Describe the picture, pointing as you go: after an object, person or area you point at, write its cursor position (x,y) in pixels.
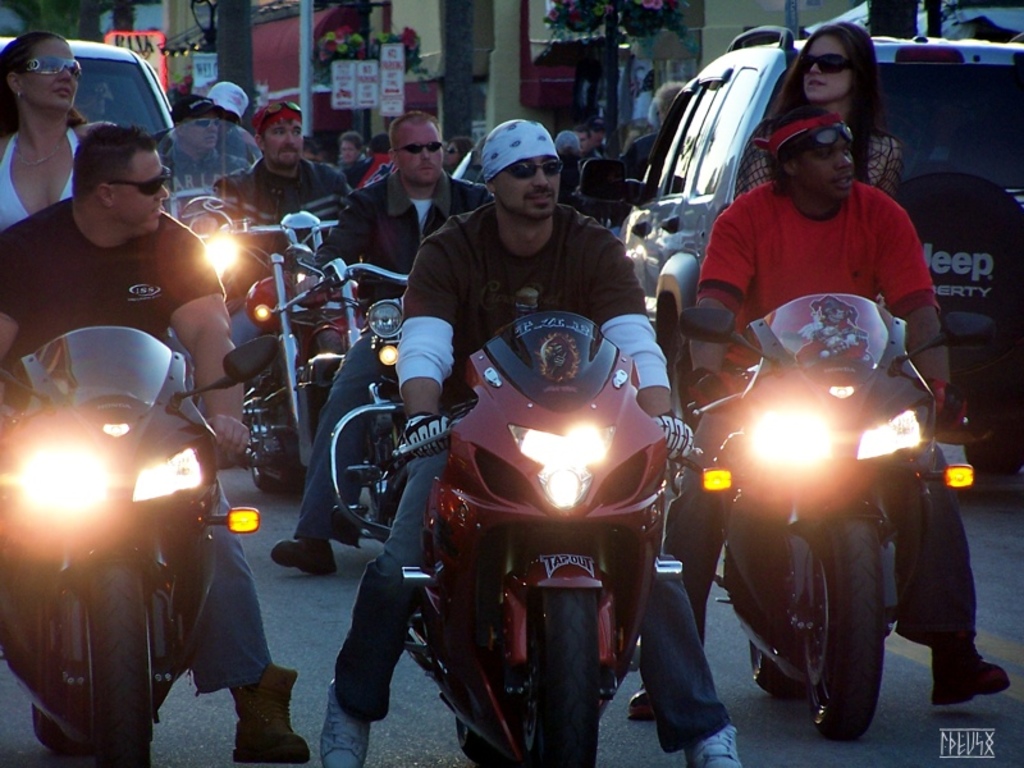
This image is clicked on the road (800,747). There are group of men (829,240) on bikes (143,509) and there is a jeep (981,227) in the behind. This image seems to be of a bikers rally and in the background (372,39) there are plants (352,38), pole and store front (277,58).
